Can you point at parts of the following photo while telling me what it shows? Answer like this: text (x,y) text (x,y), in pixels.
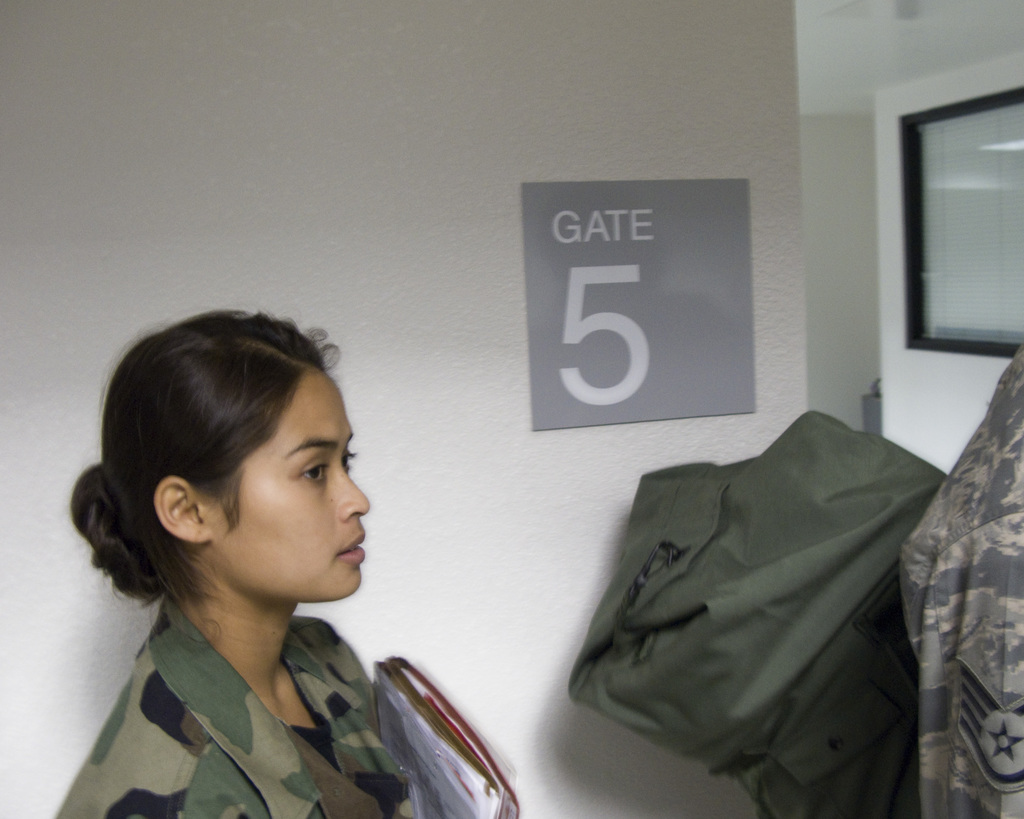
In the picture we can see a woman (377,779) in an army dress (234,816) and she is holding some files (476,801) and in front of her we can see a green color bag (883,470) and a part of army dress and beside her we can see a wall (556,18) with a board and mentioned as gate 5 in it and beside it we can see a wall (899,215) with a part of the glass (965,191) to it.
